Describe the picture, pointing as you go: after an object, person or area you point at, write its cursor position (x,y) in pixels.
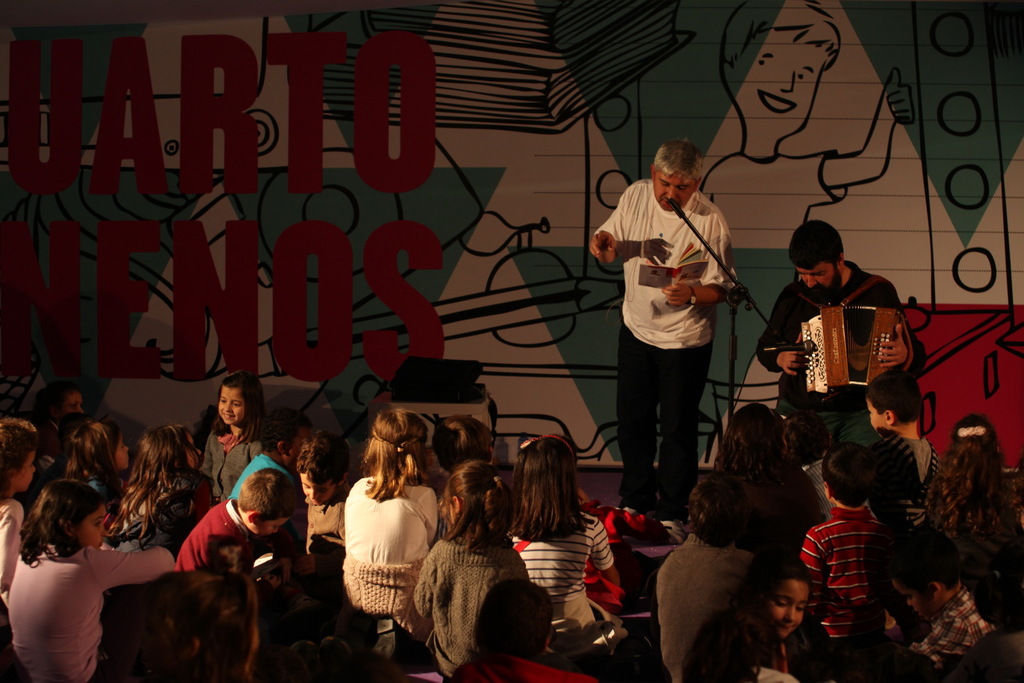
In this image there are group of persons (495,530) standing and sitting. In the background (511,153) there is a wall (540,150) and on the wall (349,155) there is a painting (286,185) with some text (312,178) written on it and in front of the wall (735,212) there are persons (689,299) performing in front of the crowd (411,482) and there is a man (878,288) sitting and holding a musical instrument (851,360) in his hand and there is a man (634,276) standing and wearing a white colour t-shirt (656,305) and holding a book (683,279) and singing.
